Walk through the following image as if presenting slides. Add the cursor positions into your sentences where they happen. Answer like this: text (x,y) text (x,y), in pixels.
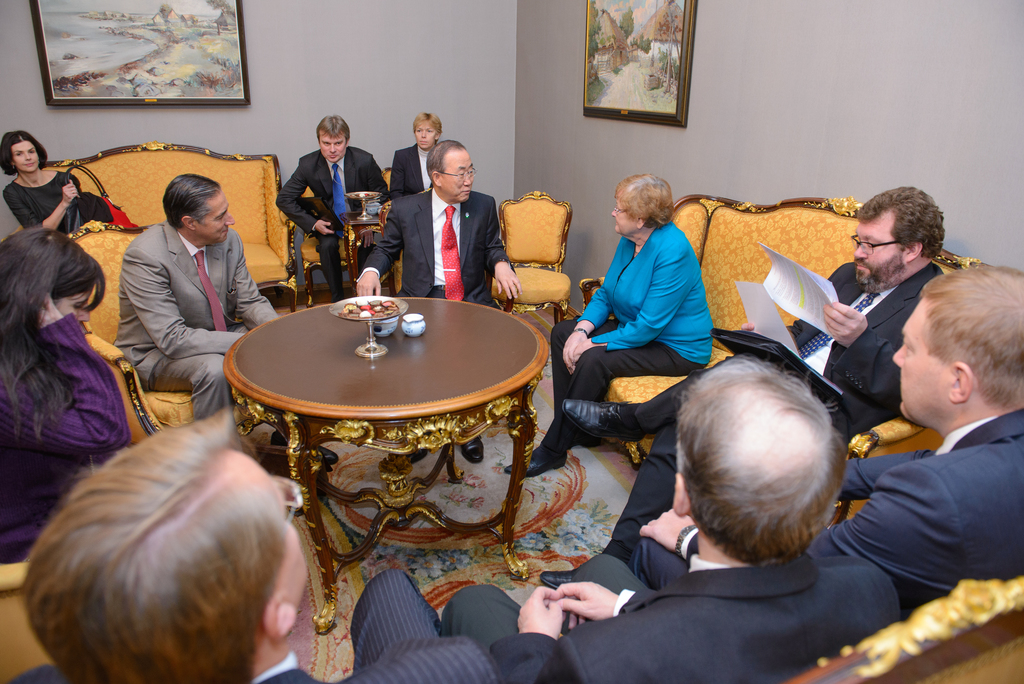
Here we can see some persons (127,555) are sitting on the sofas (836,235). He is holding a paper (753,294) with his hand (847,310). He has spectacles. There is a table (486,352) and this is floor (571,502). On the background (430,69) there is a wall (887,83) and these are the frames (180,61).
